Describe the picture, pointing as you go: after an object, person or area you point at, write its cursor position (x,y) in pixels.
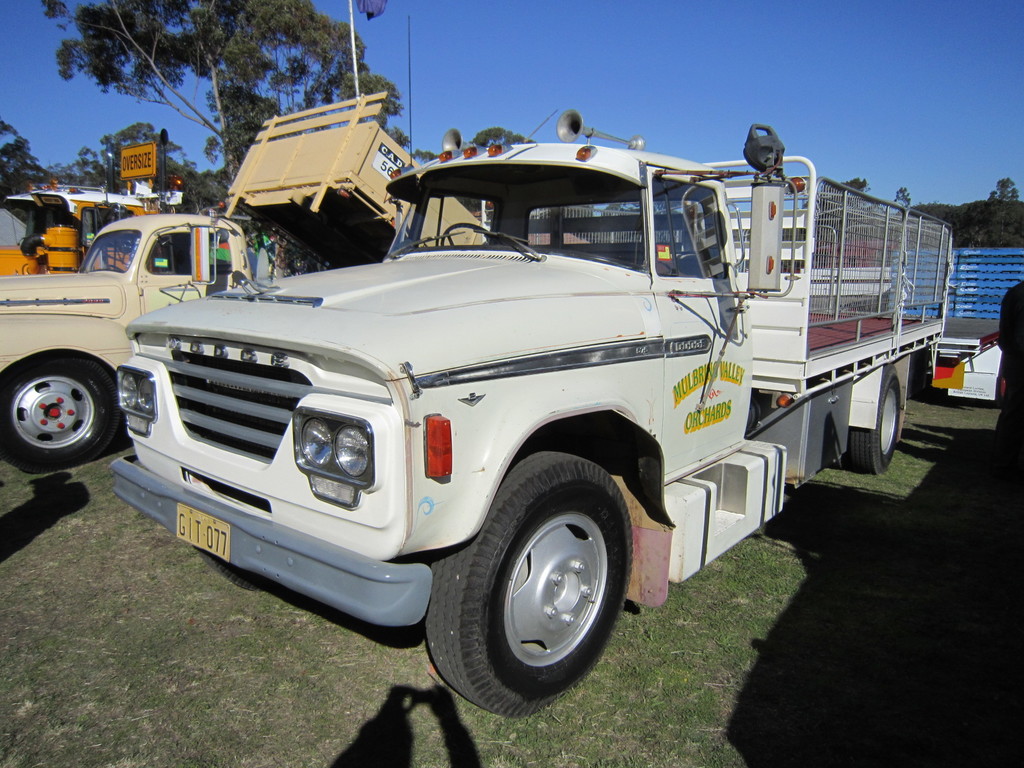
In this image we can see vehicles (838,357) on the grassy land (640,668). We can see trees (240,84) and the sky (662,75) at the top of the image (748,97).
